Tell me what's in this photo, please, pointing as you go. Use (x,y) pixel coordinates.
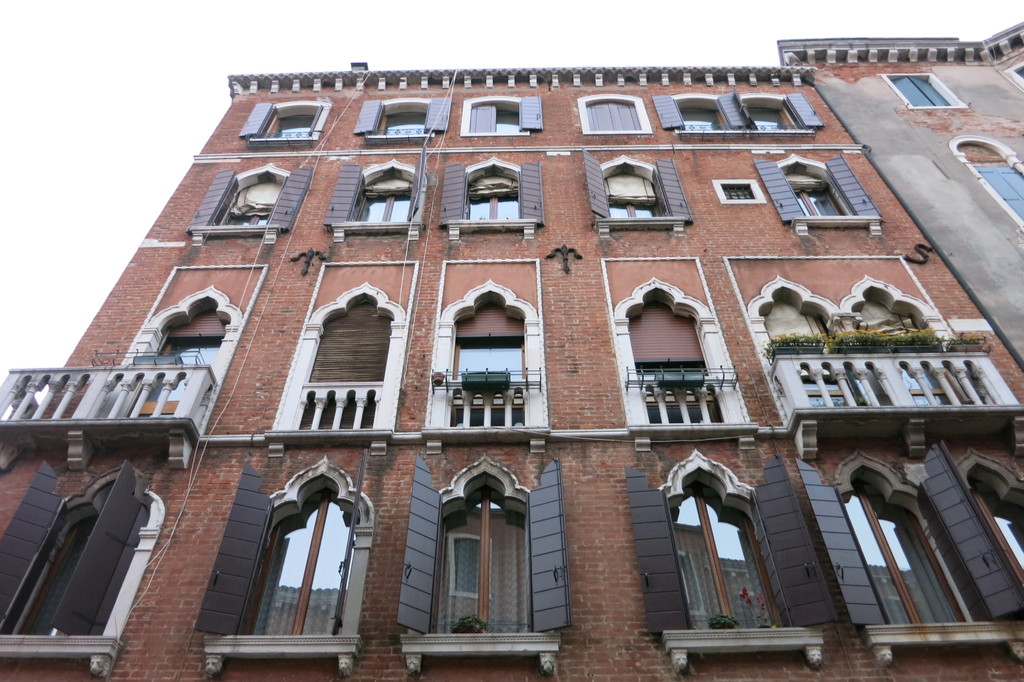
In this picture we can see buildings (1013,277) with windows (501,357), plants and in the background (131,106) it is in white color.
